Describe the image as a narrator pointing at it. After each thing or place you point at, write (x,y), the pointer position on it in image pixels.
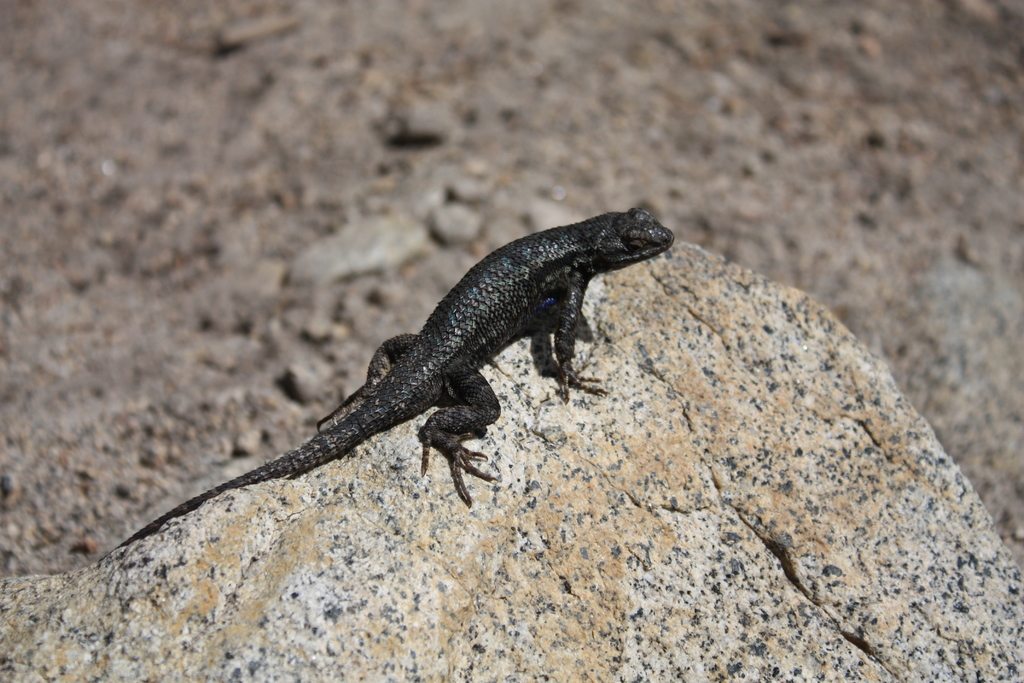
In this image there is a black colour lizard (484,385) on the stone (580,343).
